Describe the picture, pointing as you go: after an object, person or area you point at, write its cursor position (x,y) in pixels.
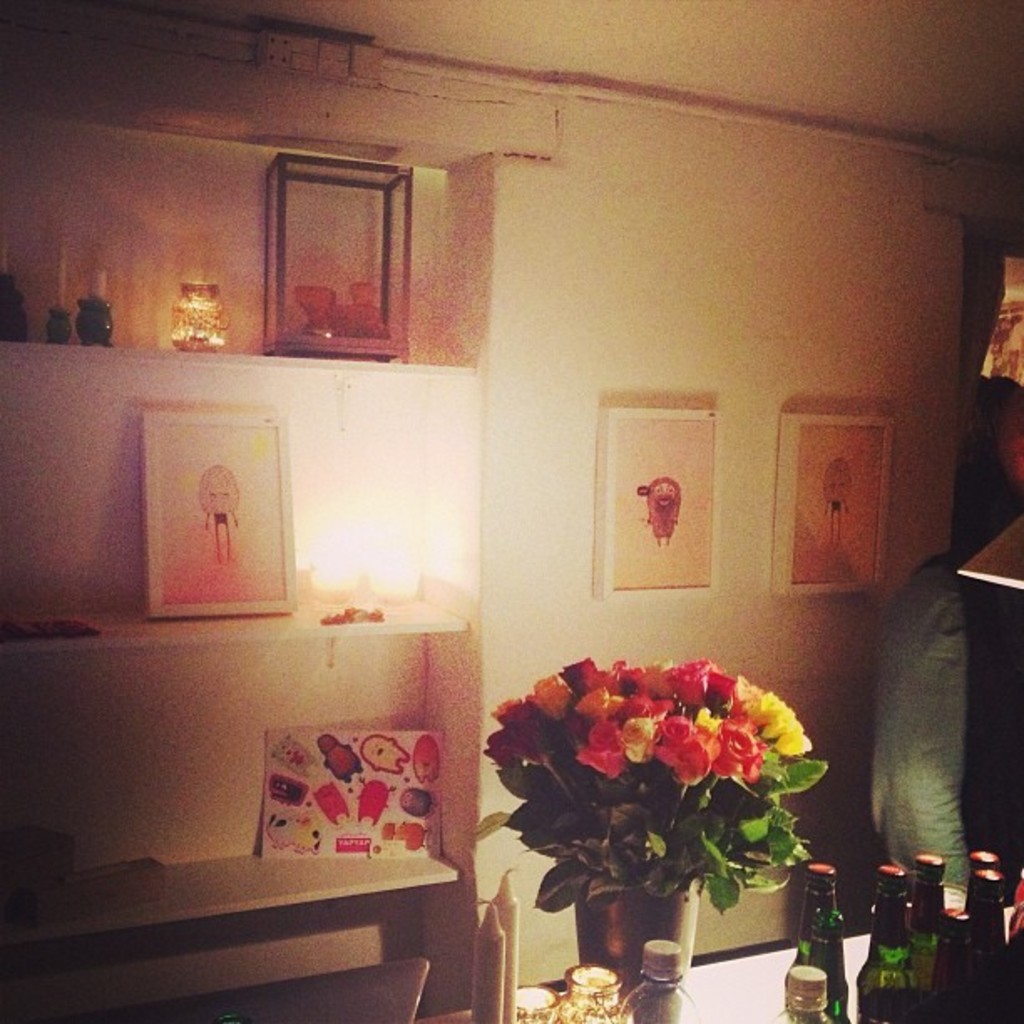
On the left side (148,752) there is a cupboard (116,323) with racks (199,440). On that there are photo frames (263,497), lights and many other things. Also there is a wall (659,329) with photo frames (706,521). There is a table (719,979). On the table (713,978) there are bottles (787,988), candles (535,988) and a vase (619,906) with flowers (669,839).
